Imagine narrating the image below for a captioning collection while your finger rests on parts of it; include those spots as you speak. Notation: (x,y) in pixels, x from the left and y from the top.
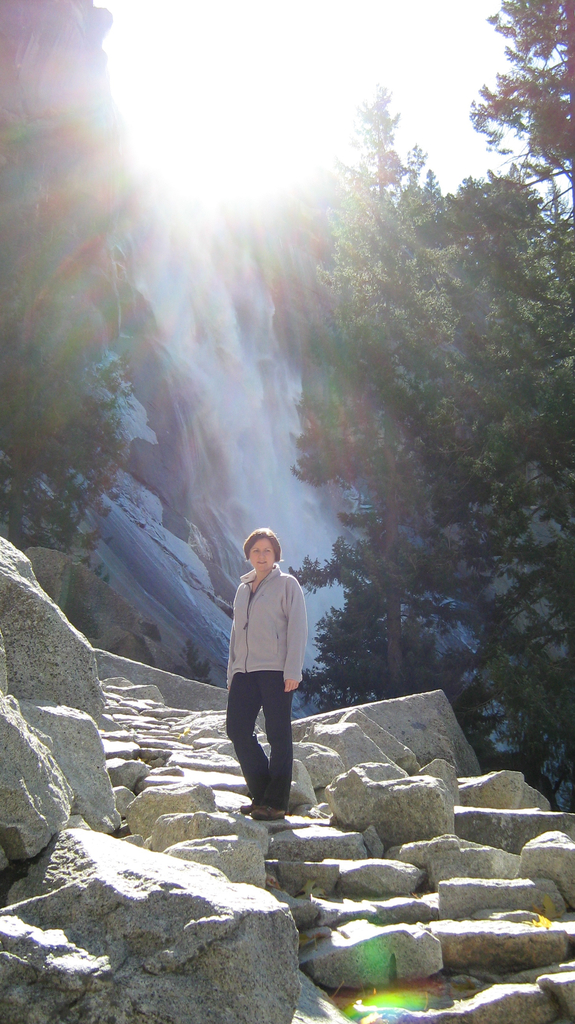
In this image, there are some rocks (426,859) and stones (366,828), at the middle (303,639) there is a person (283,746) standing, at the background (188,402) there is a water fall (205,308) and there are some green color trees (565,364).
